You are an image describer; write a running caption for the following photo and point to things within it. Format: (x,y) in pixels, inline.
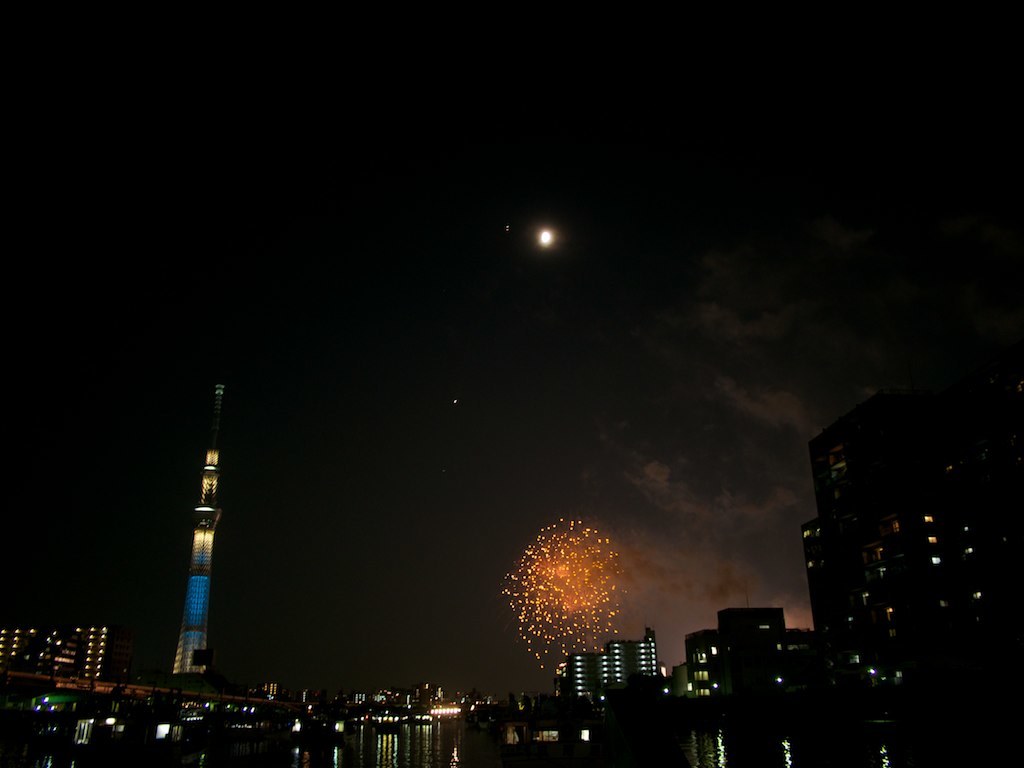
In this image I can see number of buildings (869,560) and I can also see the fireworks (572,538) in the air (505,560). In the background (644,551) can see clouds (737,540), the sky (619,304) and the moon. I can also see this image is little bit in dark.
